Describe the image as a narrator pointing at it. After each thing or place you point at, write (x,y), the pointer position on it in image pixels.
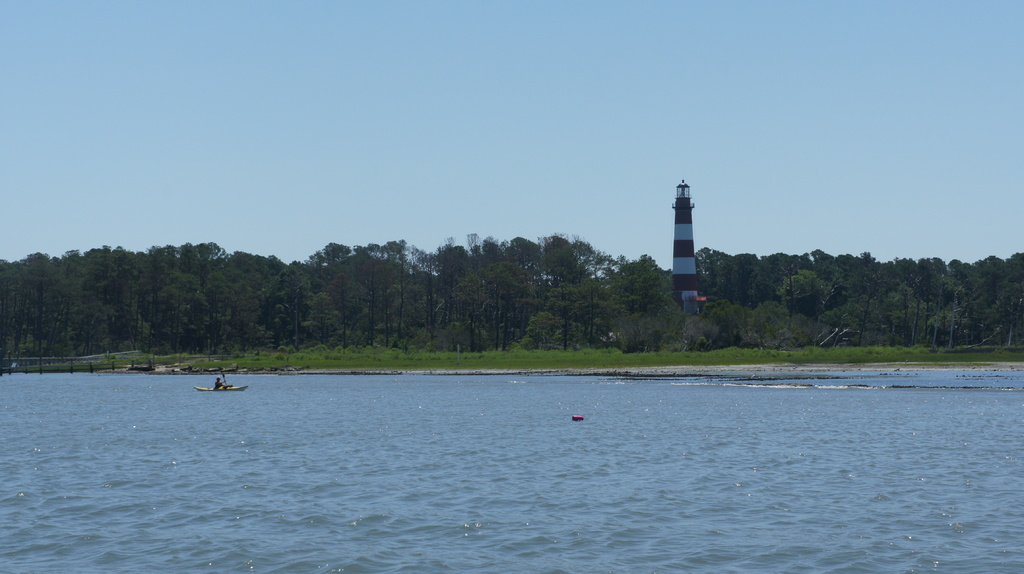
In this image a person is sitting on the boat (237,387). He is holding a paddle (225,380) in his hand (226,381). Boat (217,390) is sailing on water (184,412). Left side (40,357) there is a fence (25,357). Middle of image (494,365) there is a tower (677,291) on land (663,360) having few plants (553,349) and trees (566,327). Top of the image (568,131) there is sky (535,137).
